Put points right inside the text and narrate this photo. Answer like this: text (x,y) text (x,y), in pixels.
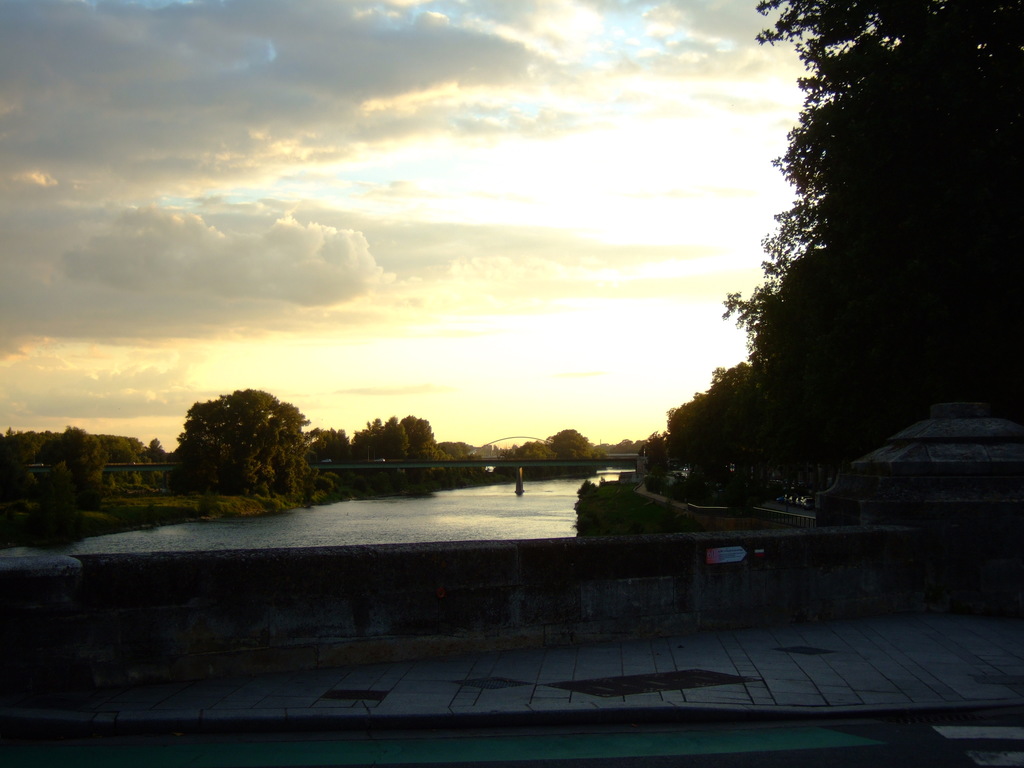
In this image, there are trees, plants (657,514), bridge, pillar (971,498), walkway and the water (374,522). There is the cloudy sky (502,260) in the background (623,230).
